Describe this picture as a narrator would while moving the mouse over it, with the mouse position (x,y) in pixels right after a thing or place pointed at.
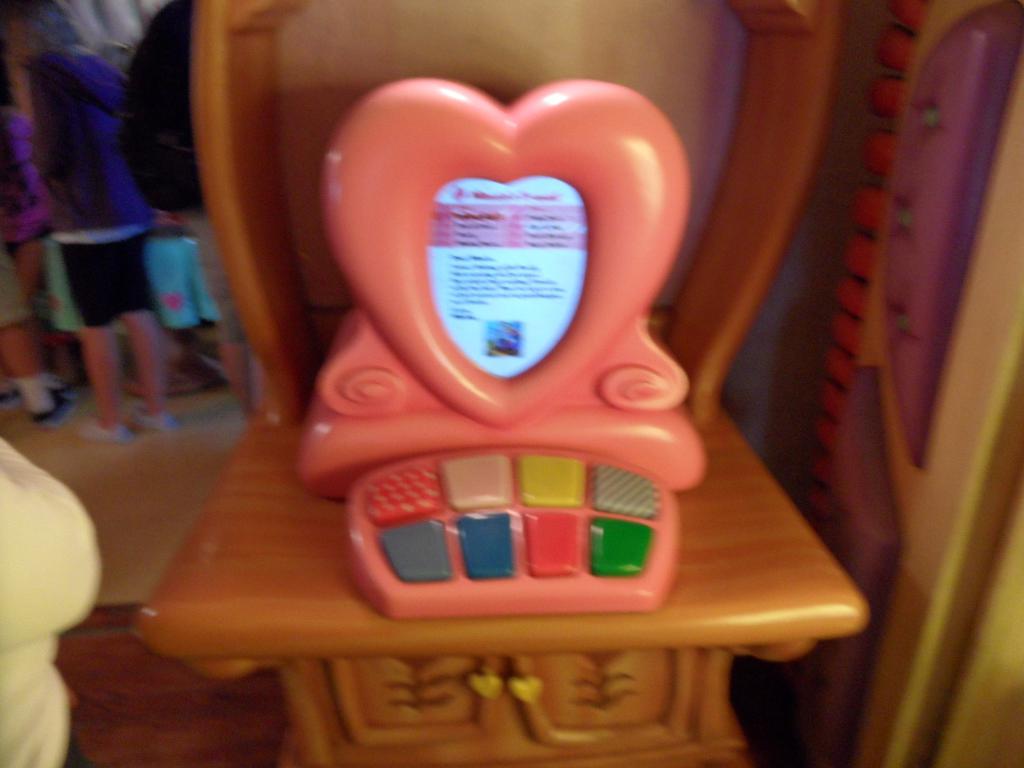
In the center of the image (474,355), we can see a toy (479,460) on the stand (770,17) and in the background (165,26), there are some people (89,379) and we can see some other objects (911,340). At the bottom (160,570), there is floor (151,434).
